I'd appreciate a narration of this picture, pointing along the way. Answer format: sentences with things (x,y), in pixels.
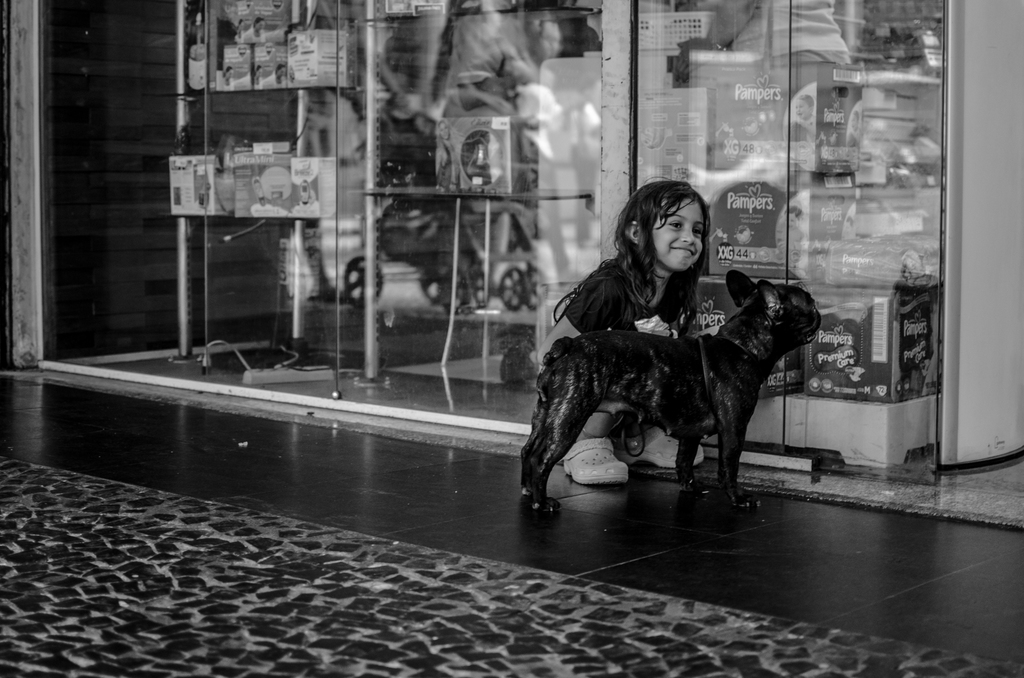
In this black and white picture there is a girl (641,284) in a squat position. In front of her there is a dog (680,350). Behind her there are glass walls (724,125). Behind the glass walls (391,150) there are boxes (281,171) on the racks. At the bottom (378,599) there is the ground (498,566). In the reflection (416,270) of glass walls (429,271) there are trolleys (471,271) and a few people (479,76).
